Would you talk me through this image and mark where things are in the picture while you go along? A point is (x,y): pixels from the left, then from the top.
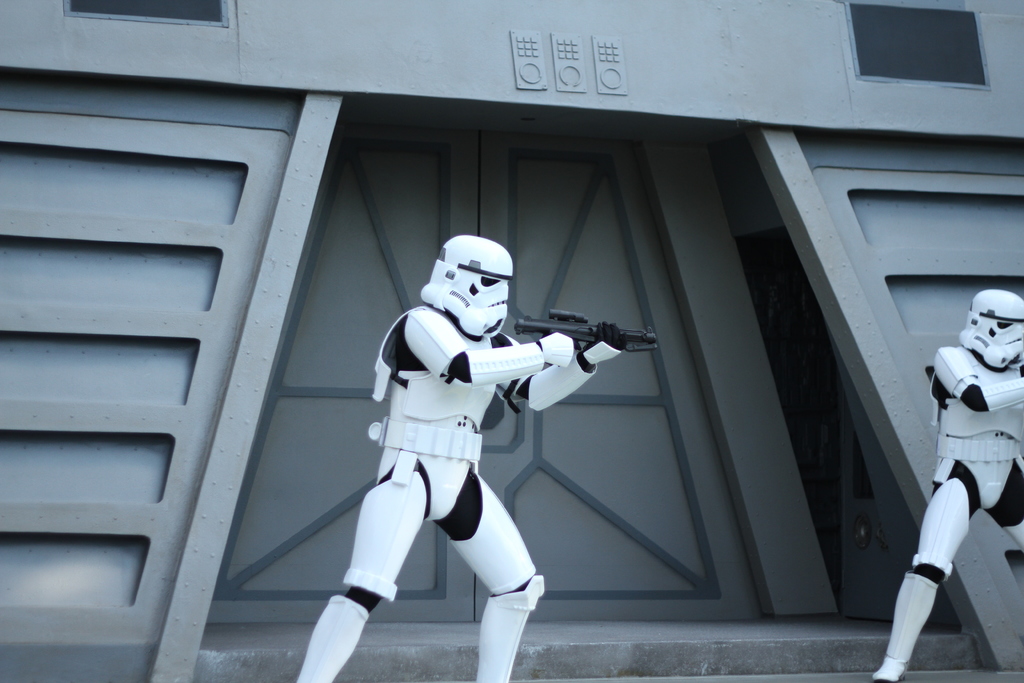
In the image there two stormtroopers (937,567) holding guns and behind them there is a building (256,168) with a entrance (733,139) in the middle (376,313).
